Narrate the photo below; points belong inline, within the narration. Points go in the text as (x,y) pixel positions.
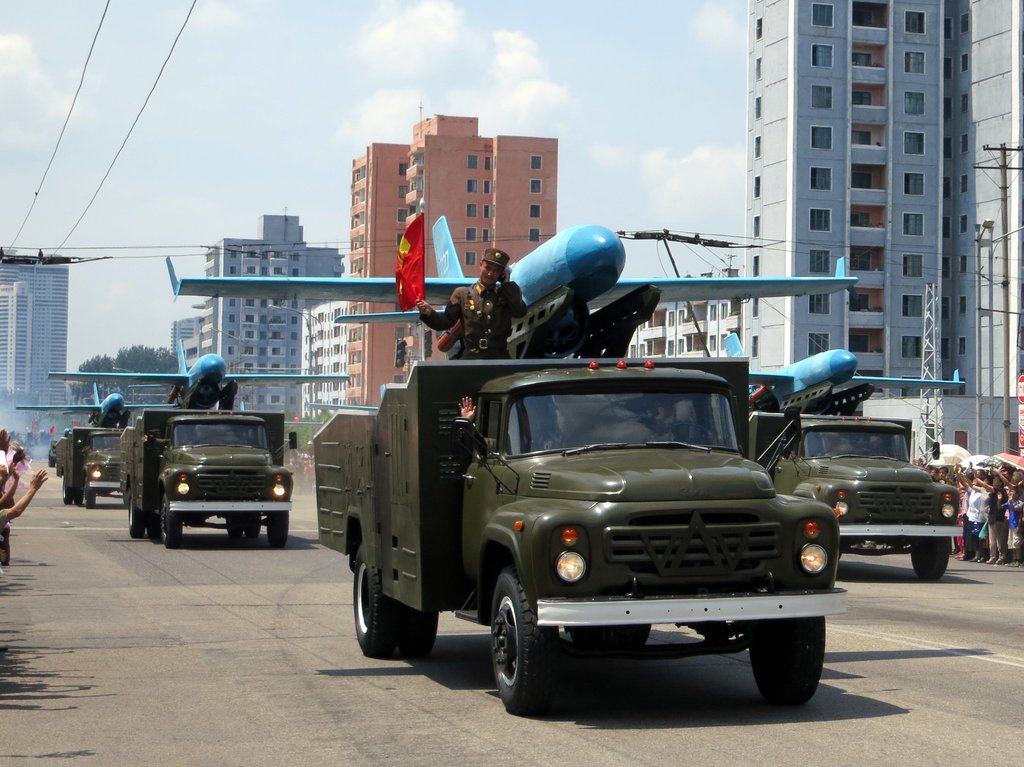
This image consists of many vehicles (433,525) in green color. On the left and right, there many people (1005,472). At the bottom (284,686), there is road (472,646). And we can see the aircrafts (296,379) in the vehicles (128,456). In the background (431,203), we can see many buildings (389,184). At the top (302,93), there is sky (386,68).
